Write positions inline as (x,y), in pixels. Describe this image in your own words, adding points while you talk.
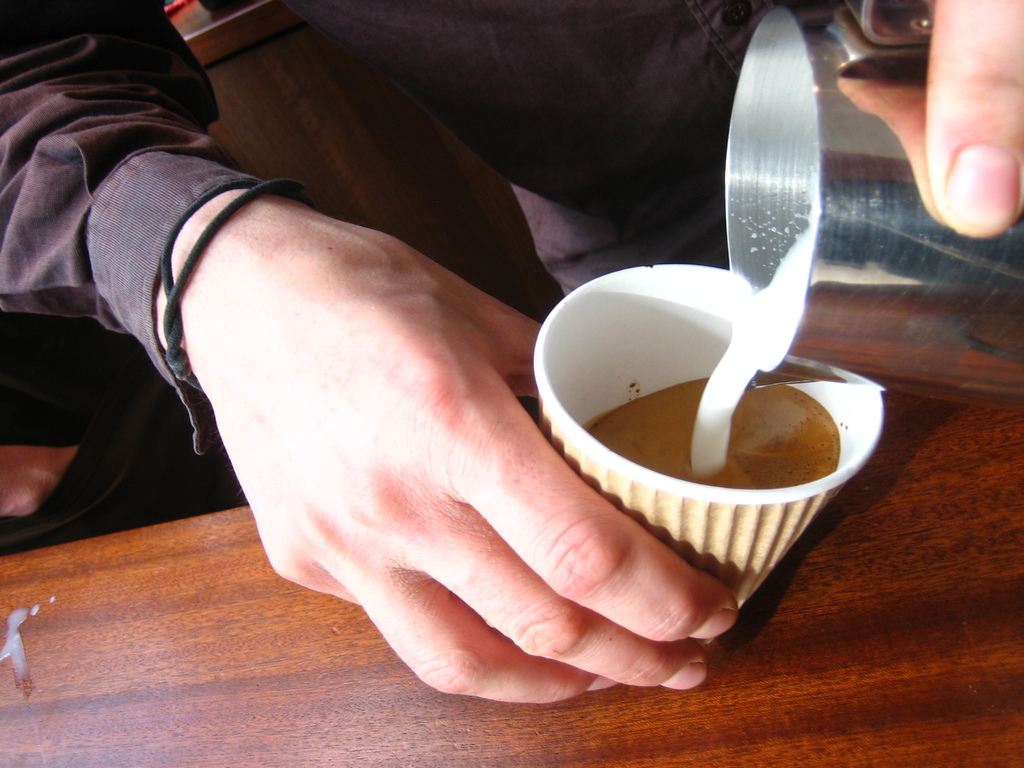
Bottom right side of the image (946,529) there is a table (1020,755), On the table (1020,755) there is a cup (612,309). Top right side of the image (692,45) there is a person (238,166) standing and holding a pitcher (893,204).
